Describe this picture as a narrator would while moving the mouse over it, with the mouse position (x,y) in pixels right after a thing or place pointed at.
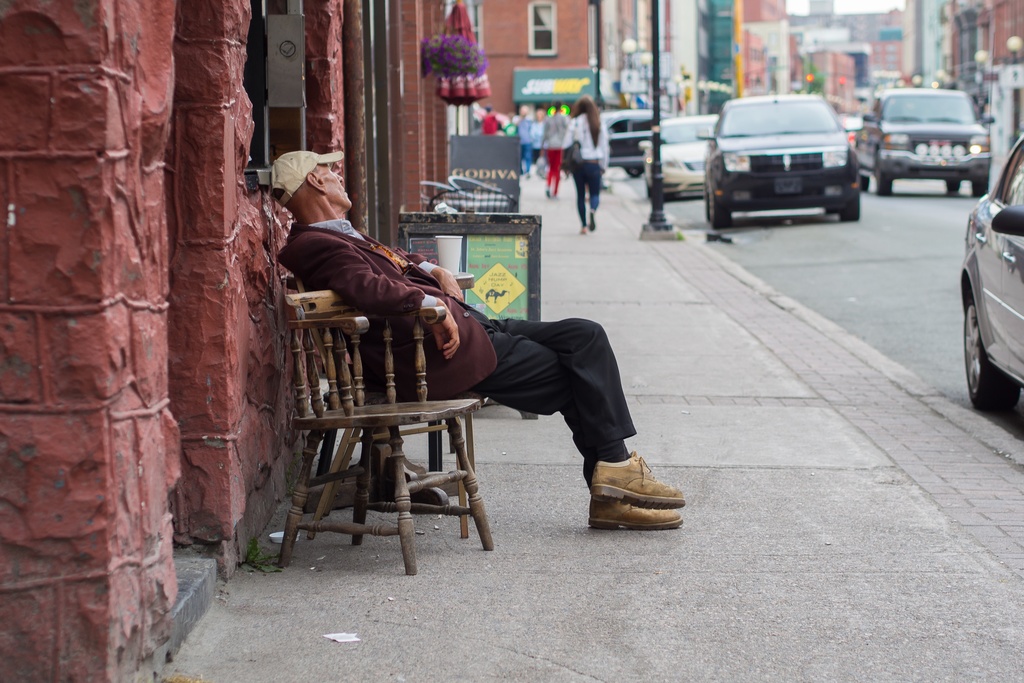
In this image i can see a person (460,383) sitting on a chair (458,433) and few vehicles (963,155). In the background (613,193) i can see few people (586,154) walking on the sidewalk (656,260), buildings (519,65), sky (875,6) and a banner (565,91).
